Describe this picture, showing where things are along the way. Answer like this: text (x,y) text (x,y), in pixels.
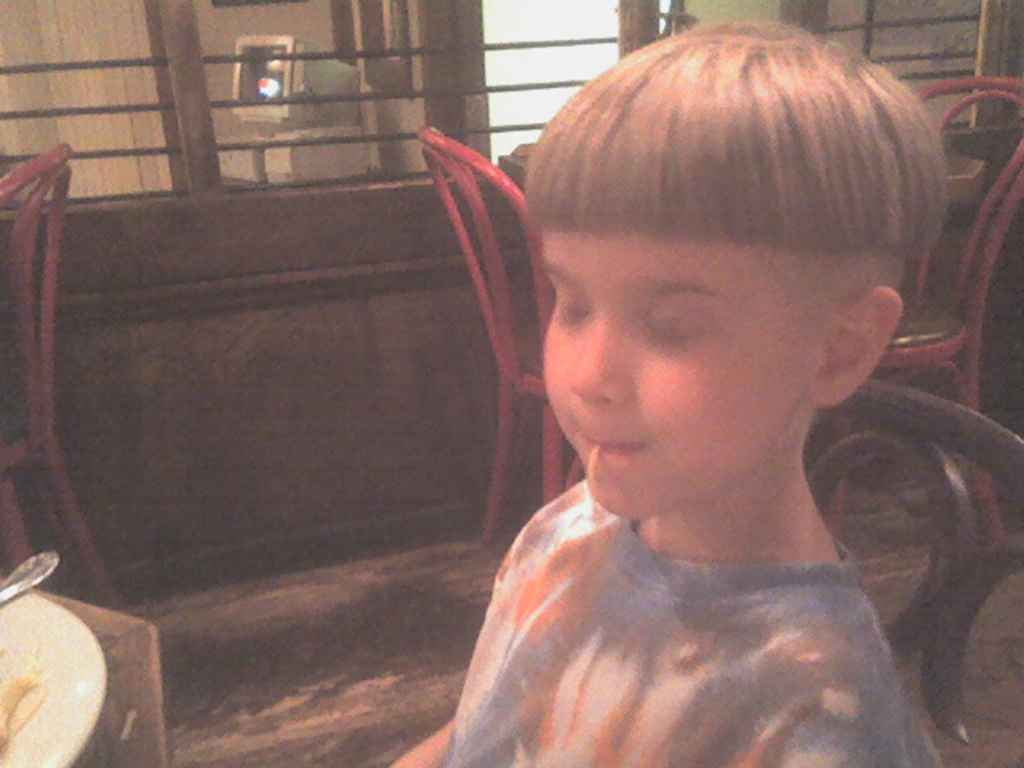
In this image there is a kid (642,395) in the middle (665,461). In the background (946,500) there are chairs (481,198). In front of him there is a table (114,647) on which there is a plate (42,677). In the plate (65,669) there is a spoon (39,569). In the background (346,63) there are windows (340,59) through which we can see that there is a computer (279,112).
